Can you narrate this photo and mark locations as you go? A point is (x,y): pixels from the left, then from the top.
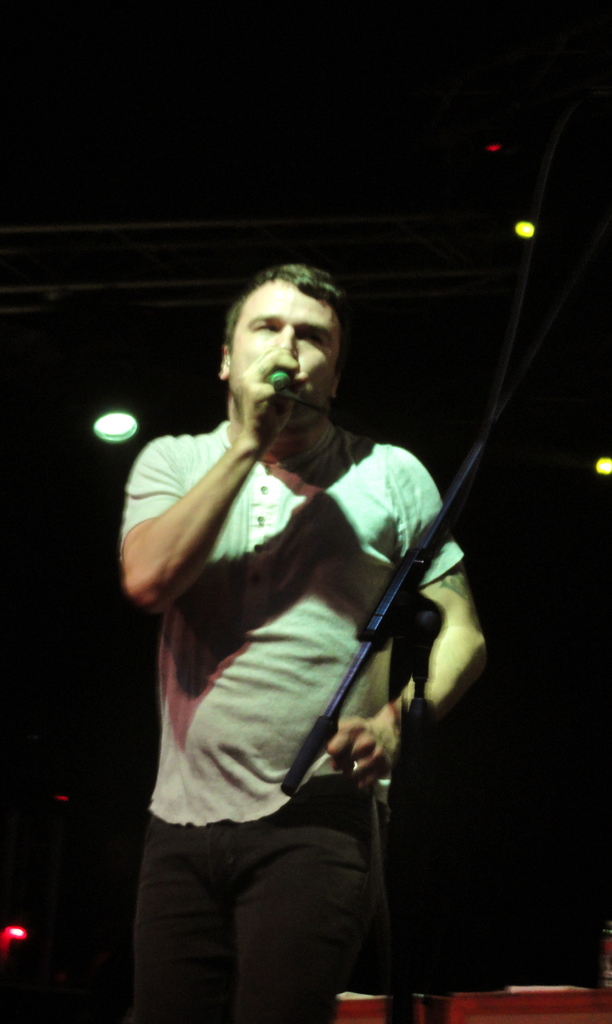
I can see a man (244,670) standing and singing a song on the mike (289,390). I think this is the mike stand (320,740). These are the show lights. The background (604,509) looks dark.
